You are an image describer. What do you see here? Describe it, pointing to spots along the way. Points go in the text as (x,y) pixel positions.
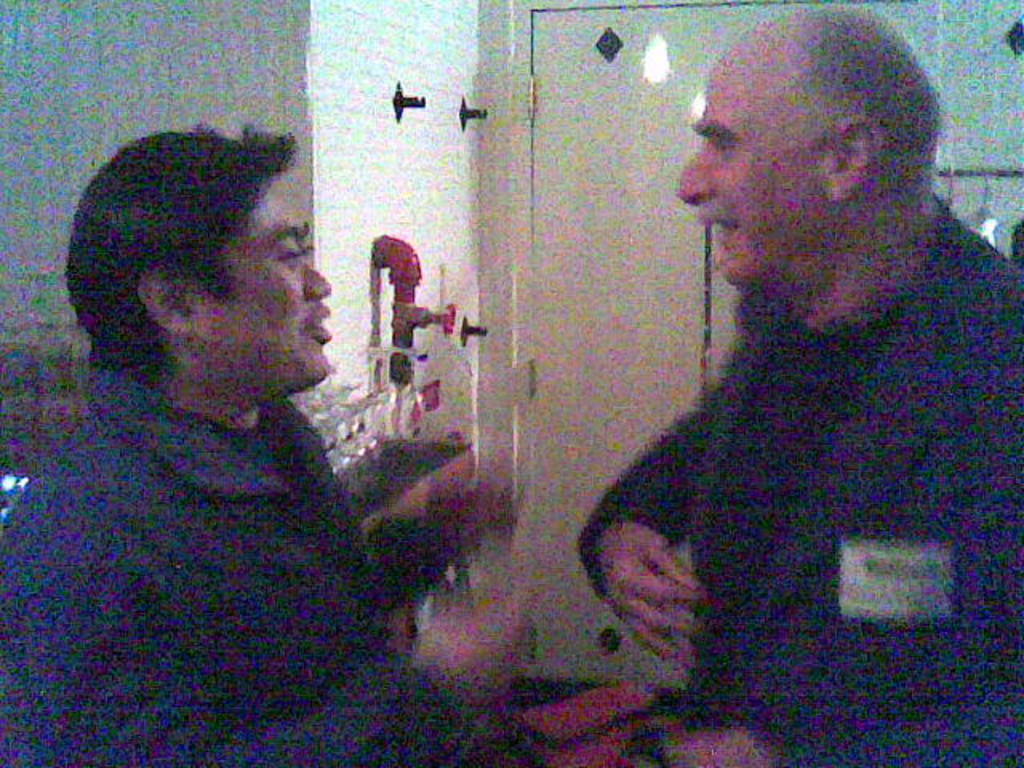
This image consists of two persons (342,524). They are talking. There is a door (565,232) in the middle (666,328).
